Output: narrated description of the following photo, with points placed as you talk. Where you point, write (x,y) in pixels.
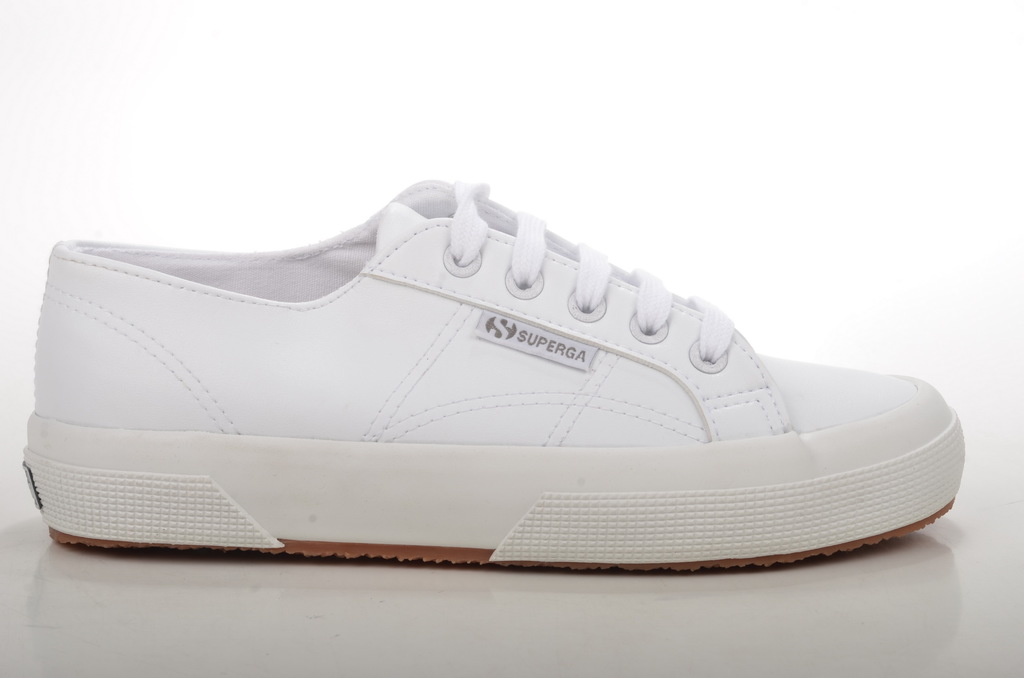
In this image I can see a shoe (361,356) which is white and brown in color on the white colored surface (553,607) and I can see the white colored background (273,152).
